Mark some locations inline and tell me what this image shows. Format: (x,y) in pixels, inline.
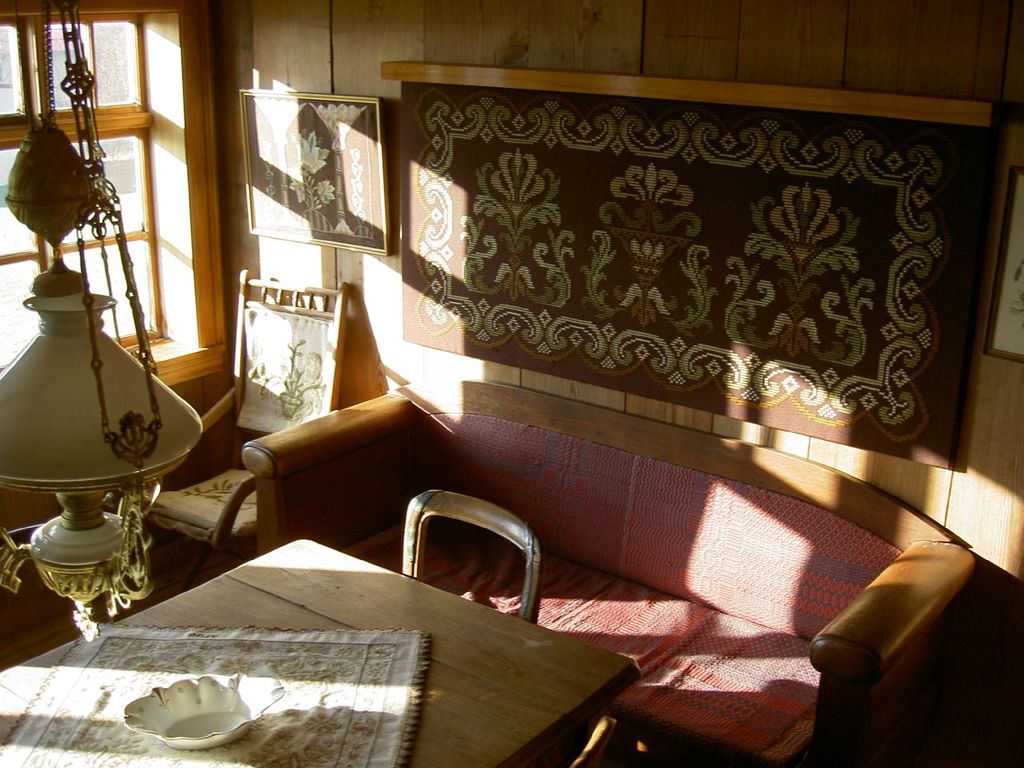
Its a room (562,485), there is a sofa (517,504) and in front of the sofa (601,479) there is a table (273,613) and above the table (275,598) there is a bowl (227,691) and below the bowl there is a cloth (346,692). Above the table (234,607) there is a board (545,278) to the left side of the board (523,93) there is a portrait (340,102), behind the portrait (311,94) there is a wooden wall (510,58) and below the portrait (326,230) there is a chair (300,314), to the left side of the chair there is a window (150,227), there is a lot of sunlight (438,355) inside the room (571,393) and also there is a hanging (61,424) above the table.
